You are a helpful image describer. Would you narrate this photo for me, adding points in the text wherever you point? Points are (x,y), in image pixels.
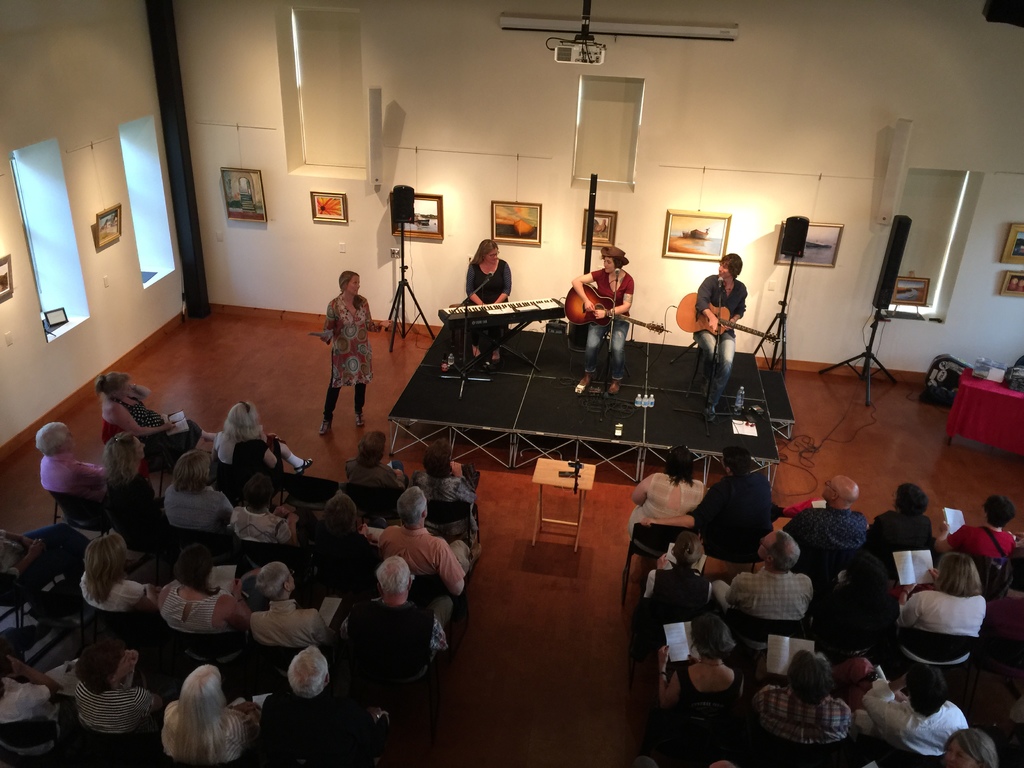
This is a picture clicked in a room (396,364). At the bottom (675,534) there are people (810,669) sitting in chairs (754,648). In the center of the picture (413,388) there is a stage (749,362), on stage (652,388) there are mics (607,367), people (711,289), piano (508,310) and guitar artists (619,291). In the background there are frames (340,218), speakers (794,249) and lights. At the top (587,58) there is a projector (566,44). On the right (987,393) there is a desk (974,385) and bag (936,383).
